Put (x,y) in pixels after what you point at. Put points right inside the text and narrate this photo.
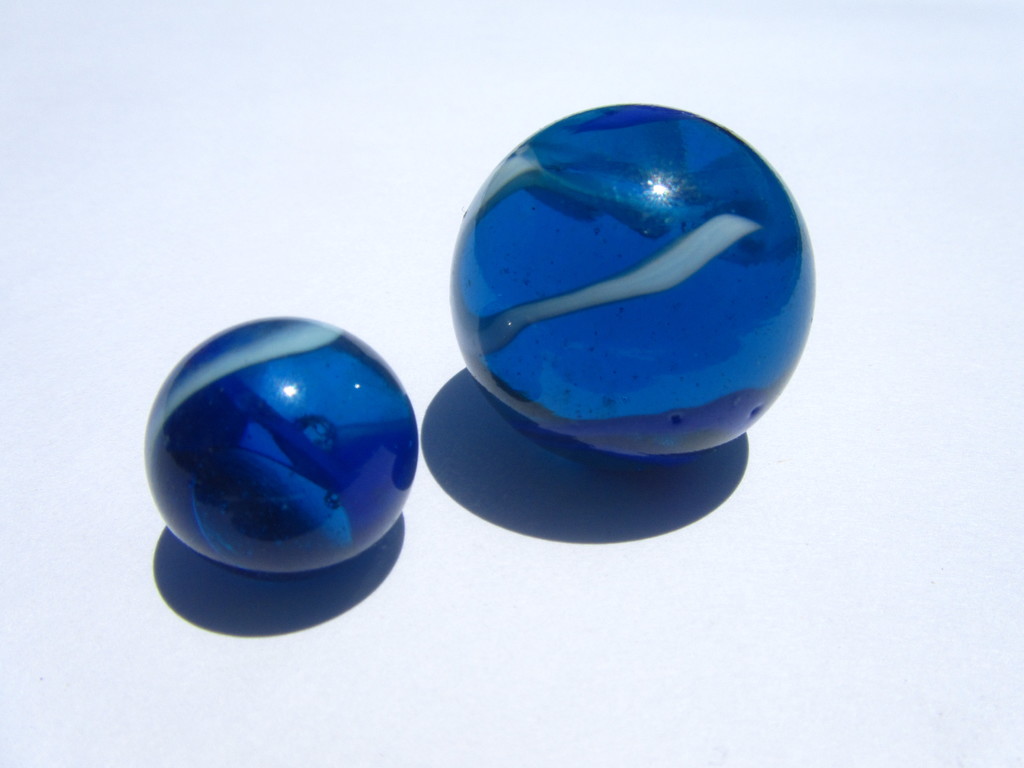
In this image there are two blue coloured balls (756,296) are on the white background surface (447,428).
